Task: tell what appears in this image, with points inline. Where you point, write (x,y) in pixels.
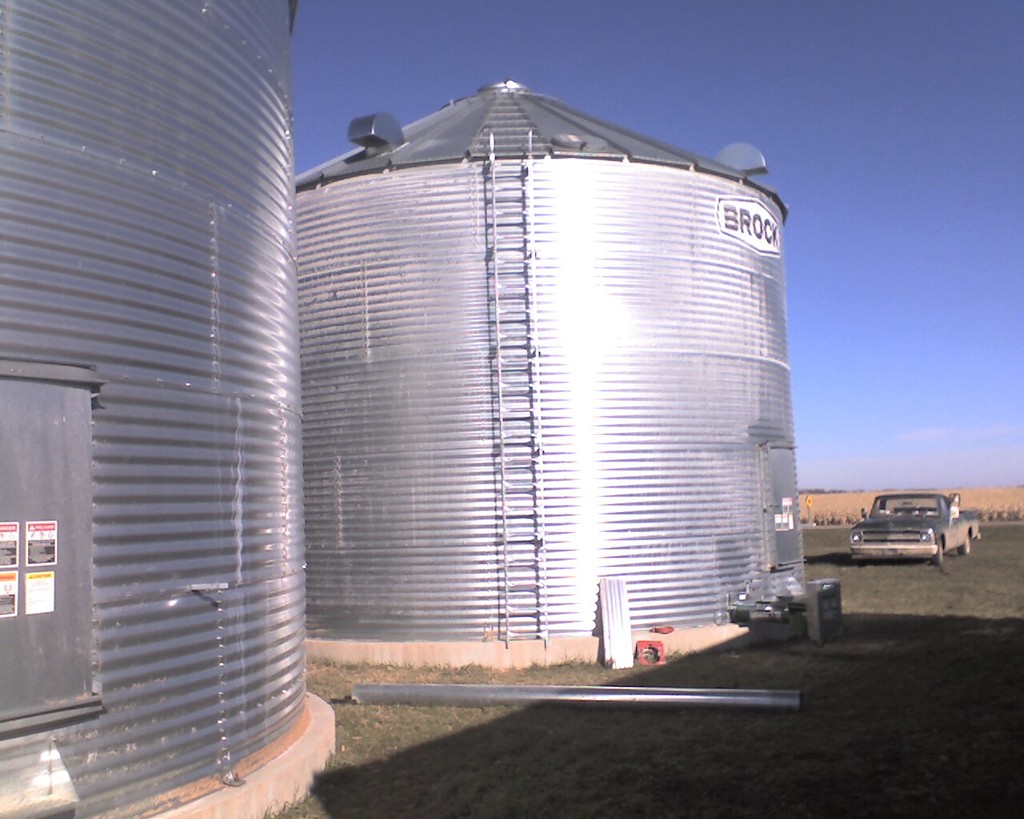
In this image in the center (619,299) there are two silos (477,541), and on the silos (293,675) there are some posters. And on the right side of the image (908,534) there is one car (952,525), and in the center (506,454) there is ladder (506,454). At the bottom (953,691) there is grass (740,763) and rod (384,701), and some objects (753,587) and in the background (825,502) there is crop field (962,492) and at the top (799,105) there is sky (807,166).
